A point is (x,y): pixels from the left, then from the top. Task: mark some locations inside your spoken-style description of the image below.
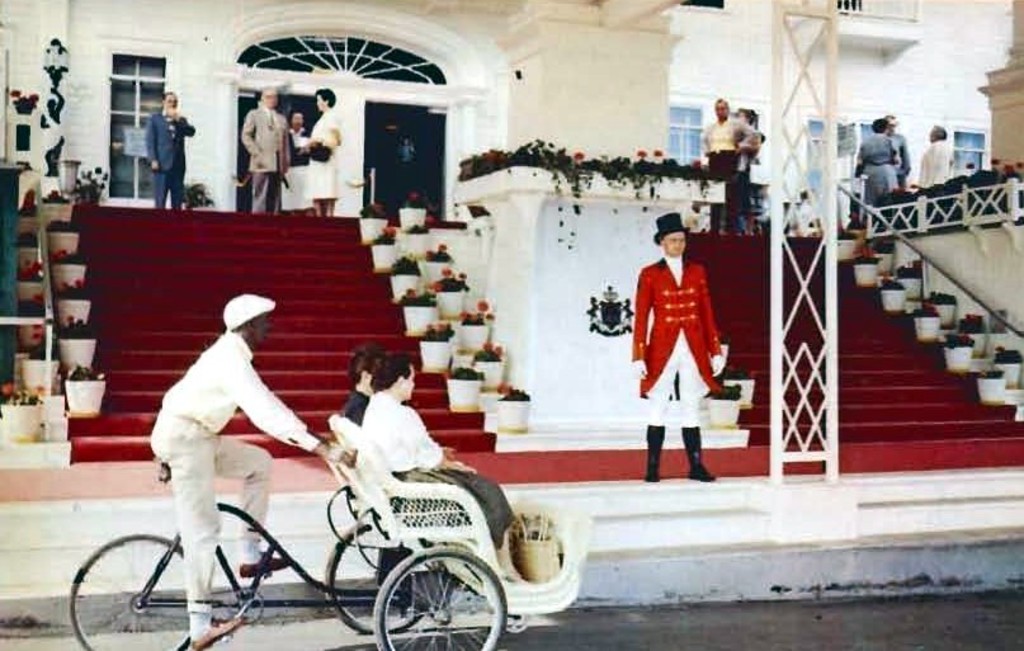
This is an edited image. In this image, on the left side (249,409), we can see two people (379,398) man (379,406) and woman (429,444) are sitting, we can also see a man (194,483) wearing a white color dress (177,493) is riding a vehicle (434,550) on the road (811,620). On the right side (689,472), we can also see a man (668,256) standing on the red carpet (669,463). In the background (160,279), we can see a group of people (259,129), staircase (849,293), flower pot (45,386), plant (575,180), glass door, glass window (812,176) and a balcony (909,40).
